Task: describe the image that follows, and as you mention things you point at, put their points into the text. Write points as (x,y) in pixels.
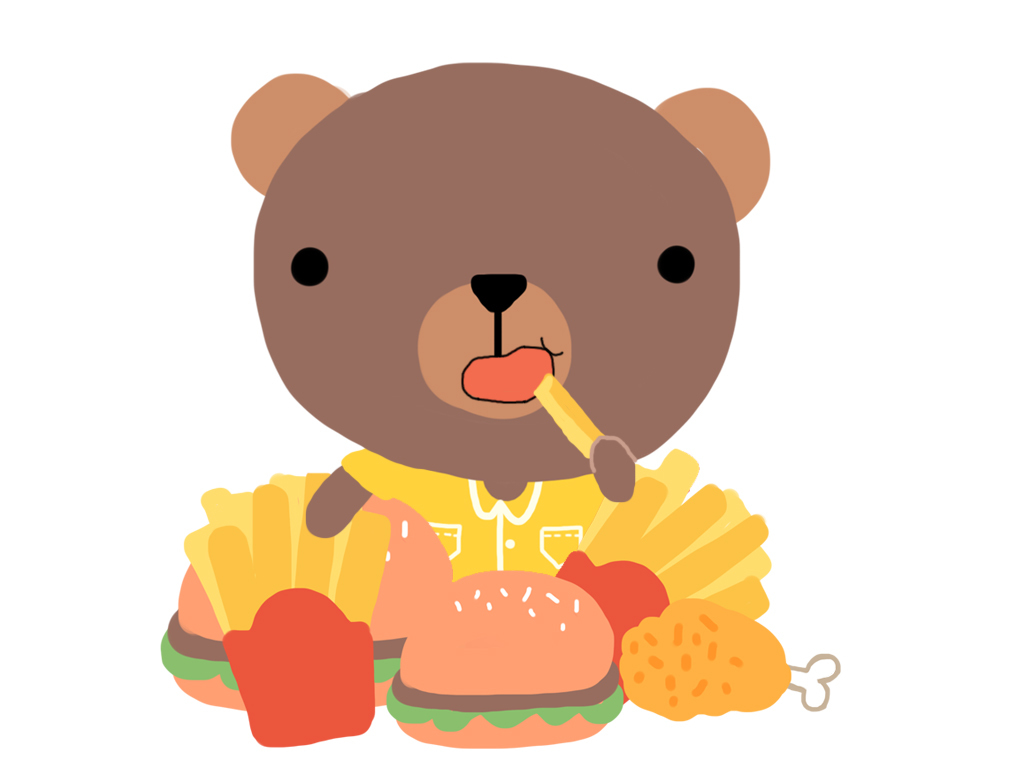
In this image I can see the digital art of a bear (609,331) which is wearing yellow colored dress (509,506). I can see few french fries (256,575), few burgers (453,575) and a chicken piece (797,670) in front of it. I can see the white colored background (899,241).
